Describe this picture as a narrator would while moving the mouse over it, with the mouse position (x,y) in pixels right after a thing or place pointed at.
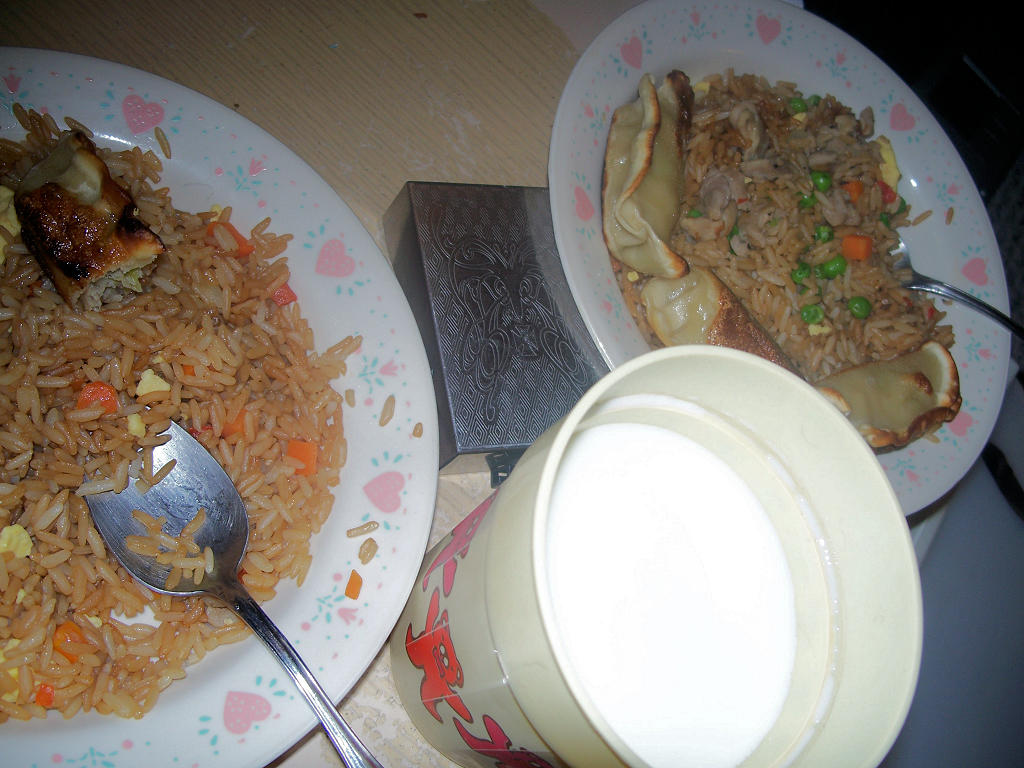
Here we can see plates (237,186), food (265,322), glass (637,430) and steel box (514,345).
